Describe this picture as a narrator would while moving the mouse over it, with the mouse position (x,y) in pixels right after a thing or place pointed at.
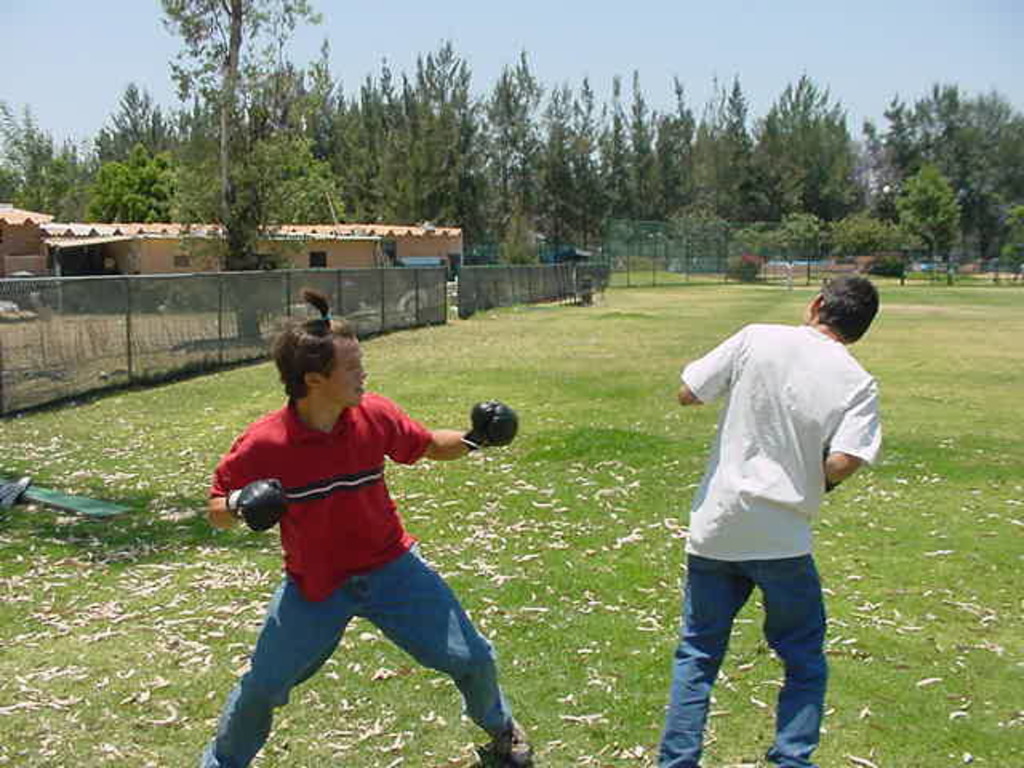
The man (369,425) in red T-shirt (300,558) is boxing. Beside him, the man (724,497) in the white shirt (730,474) is standing. At the bottom of the picture (468,587), we see the grass (196,620) and dried leaves (162,630). On the left side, we see a green color wood (86,506). Beside that, we see a fence (45,386). There are trees (352,211) and a building (304,243) in the background (387,186). At the top (639,83), we see the sky (480,90).
